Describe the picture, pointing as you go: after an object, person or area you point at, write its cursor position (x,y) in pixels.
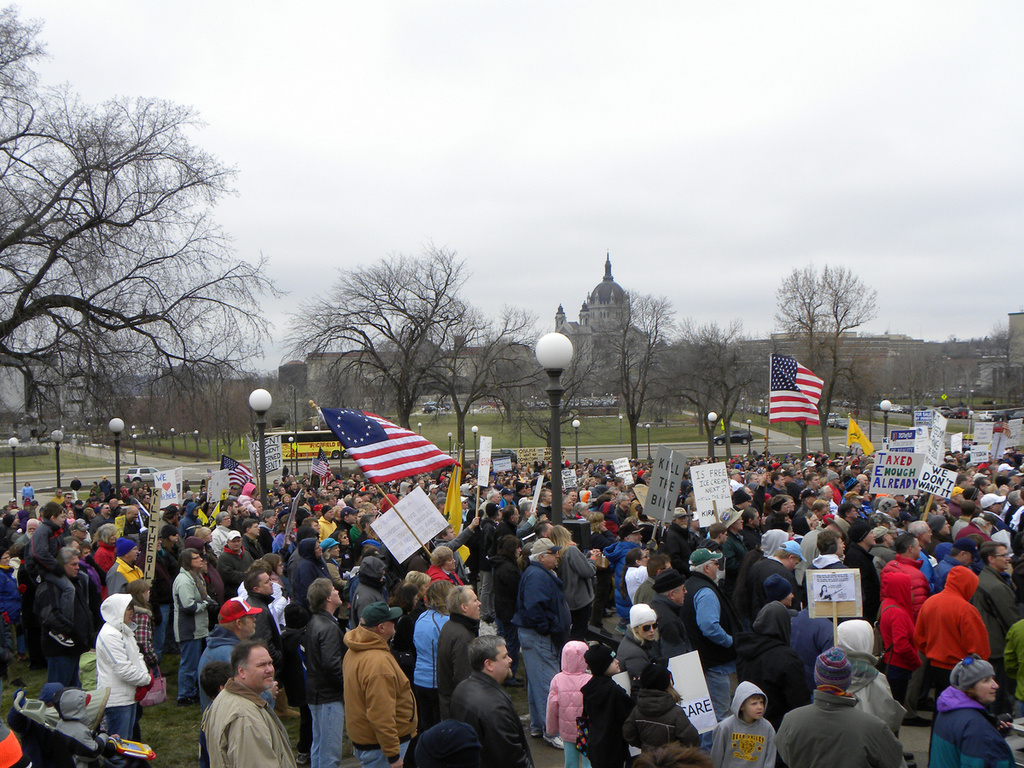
At the bottom (235,619) there are many persons (185,640) standing and among them few are holding flags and hoardings (167,491). In the background (294,423) there are light poles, vehicles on the road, bare trees (165,317), buildings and clouds (294,336) in the sky (300,280).
